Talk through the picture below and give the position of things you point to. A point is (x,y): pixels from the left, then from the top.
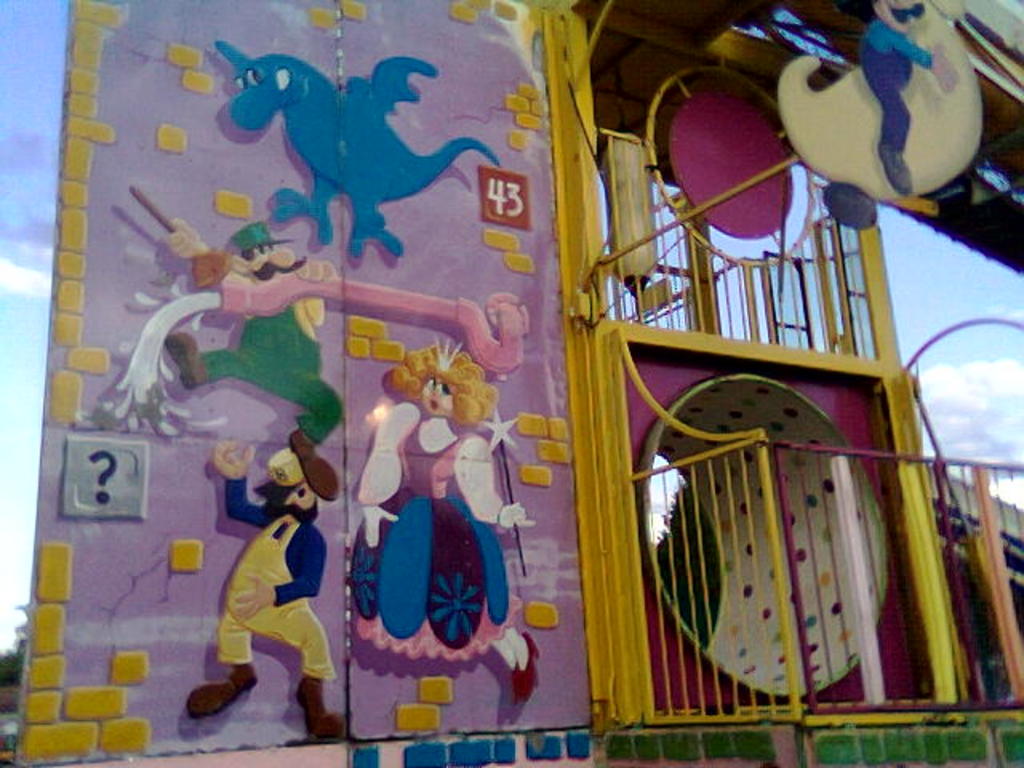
In the center of the image (424,349) we can see fun ride game (531,233). In the background (28,75) we can see sky (9,108) and clouds (970,393).
